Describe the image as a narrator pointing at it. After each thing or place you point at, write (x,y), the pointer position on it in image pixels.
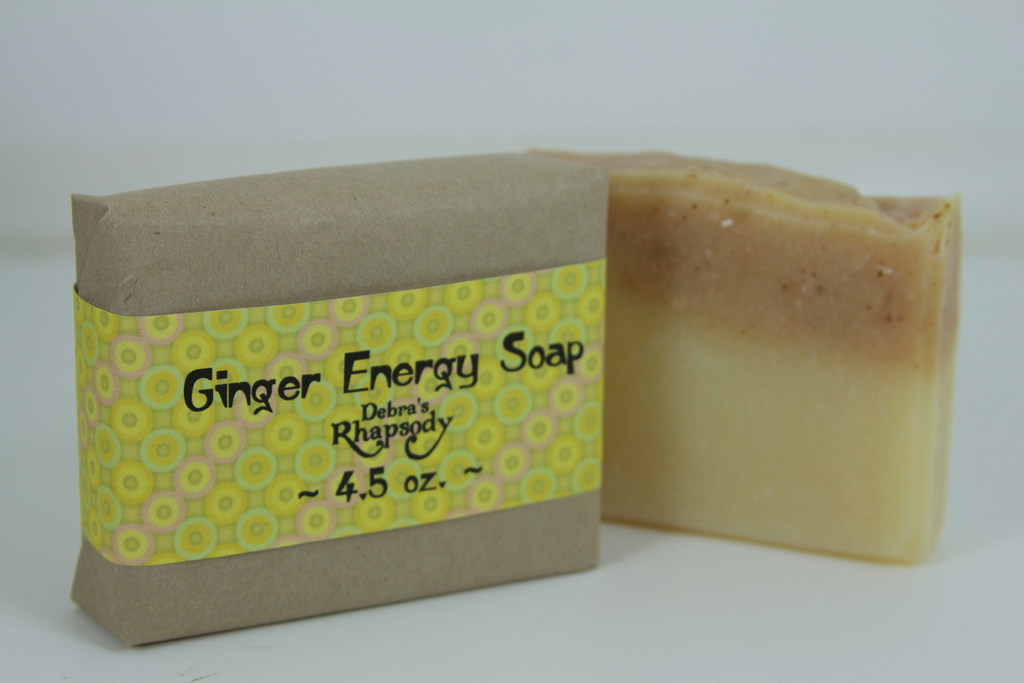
In this image there is a soap (171,292) which is covered with the brown colour cover (472,233) and there is a soap (776,306) beside it.
